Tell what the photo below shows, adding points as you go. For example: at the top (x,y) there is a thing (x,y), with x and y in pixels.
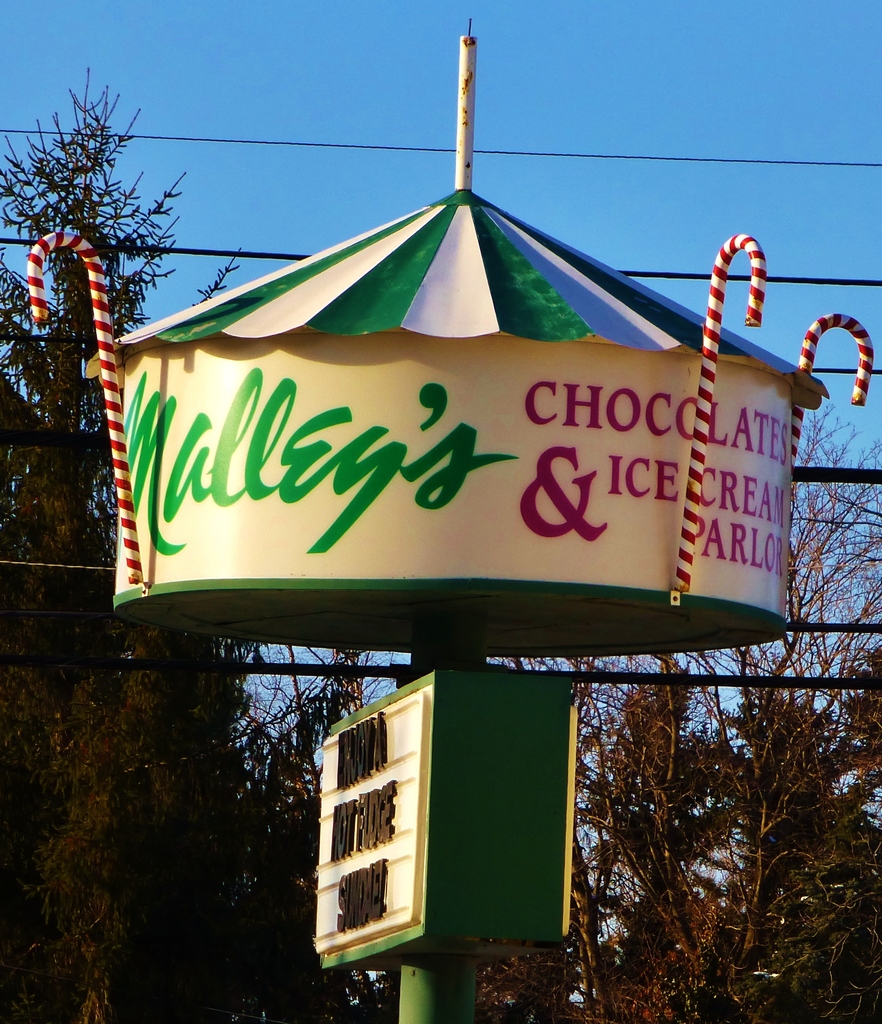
In the center of the picture (434,521) there is a sign (398,464), on the sign (423,414) there are text (429,469) and some objects (693,523). At the bottom (452,783) there are boards (415,820) and pole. In the center of the picture (304,666) there are cables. In the background (716,900) there are trees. Sky (545,105) is sunny.
